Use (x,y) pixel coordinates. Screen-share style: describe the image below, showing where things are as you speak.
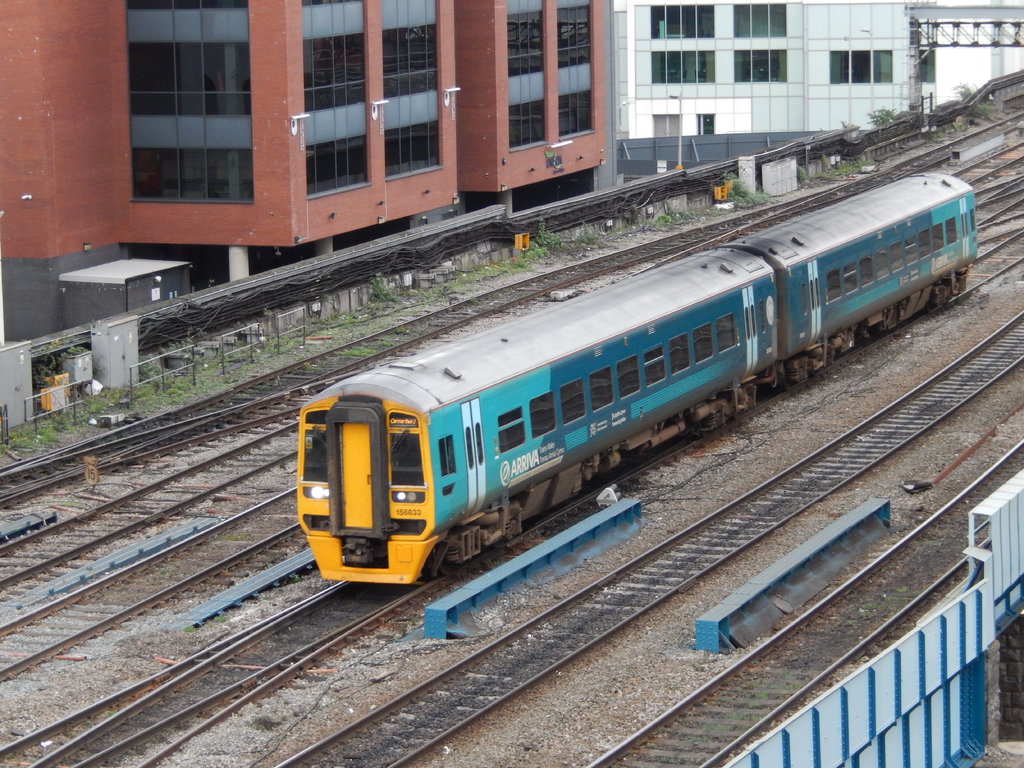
In this image there is a train (539,372) in the middle (542,435). On the left side (215,207) top there are buildings (391,139) one beside the other. On the right side (919,693) bottom there is a fence (909,635). There are so many tracks (312,613) one beside the other. Beside the track (170,425) there are electric boards (105,366).
